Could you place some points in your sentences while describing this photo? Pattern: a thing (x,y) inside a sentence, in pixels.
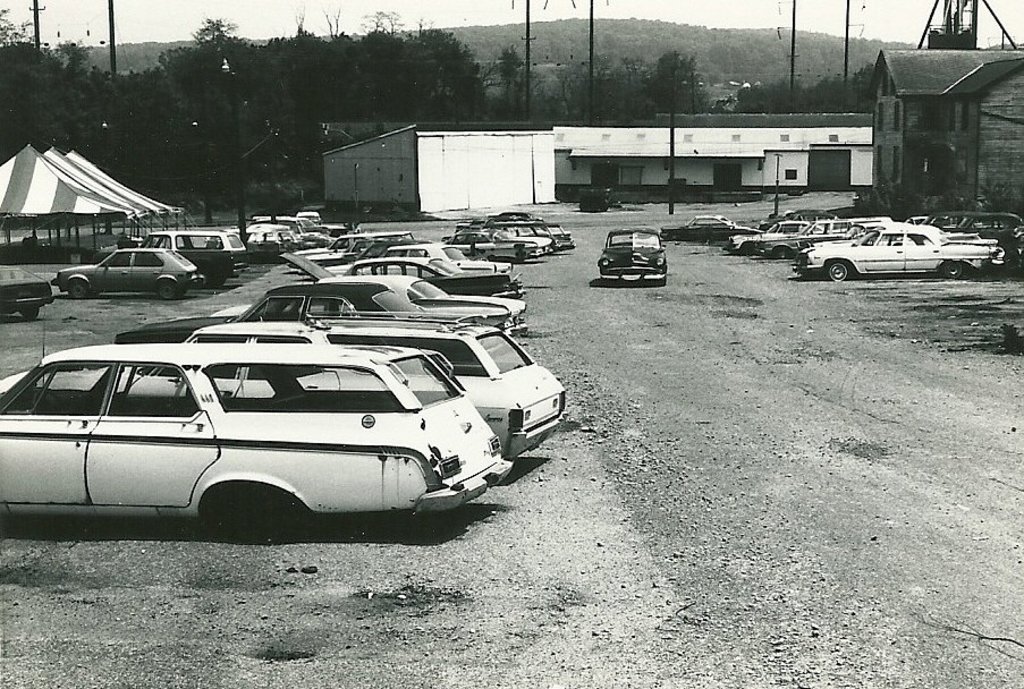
This is black and white image where we can see so many cars (876,252) are parked on the land (707,532). Background of the image (917,140), buildings (855,150), tents (113,210), trees (129,178) and fencing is there.
